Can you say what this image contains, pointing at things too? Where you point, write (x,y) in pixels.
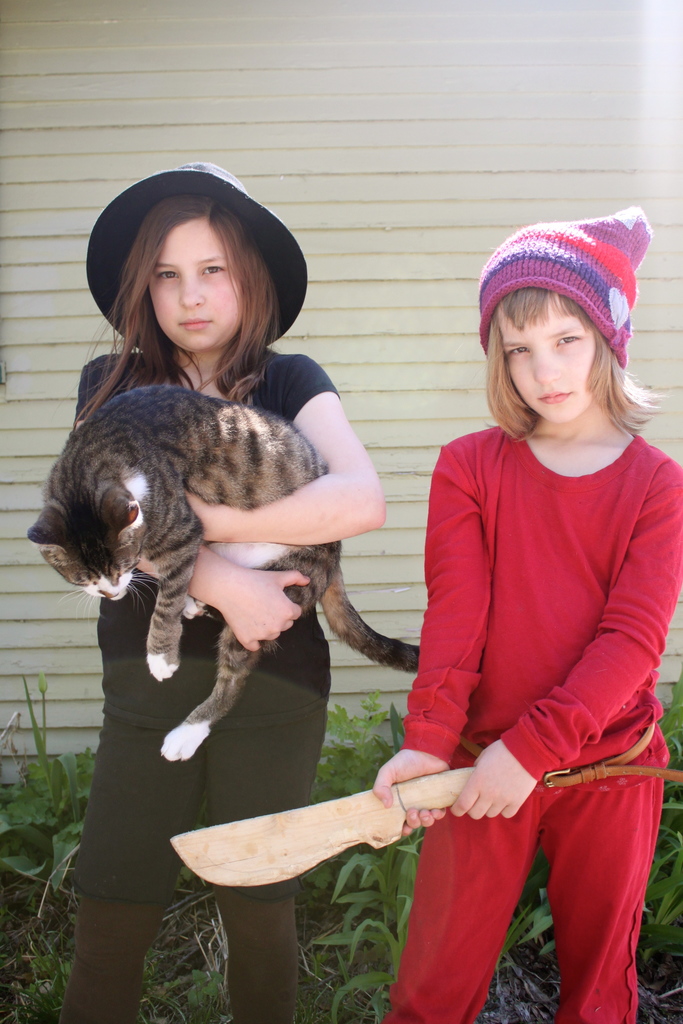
Here we can see two people (552,299) are standing, and holding a cat (256,444) in her hand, at side a girl (492,541) is holding a knife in her hand (389,763), and here is the wall (403,152).
